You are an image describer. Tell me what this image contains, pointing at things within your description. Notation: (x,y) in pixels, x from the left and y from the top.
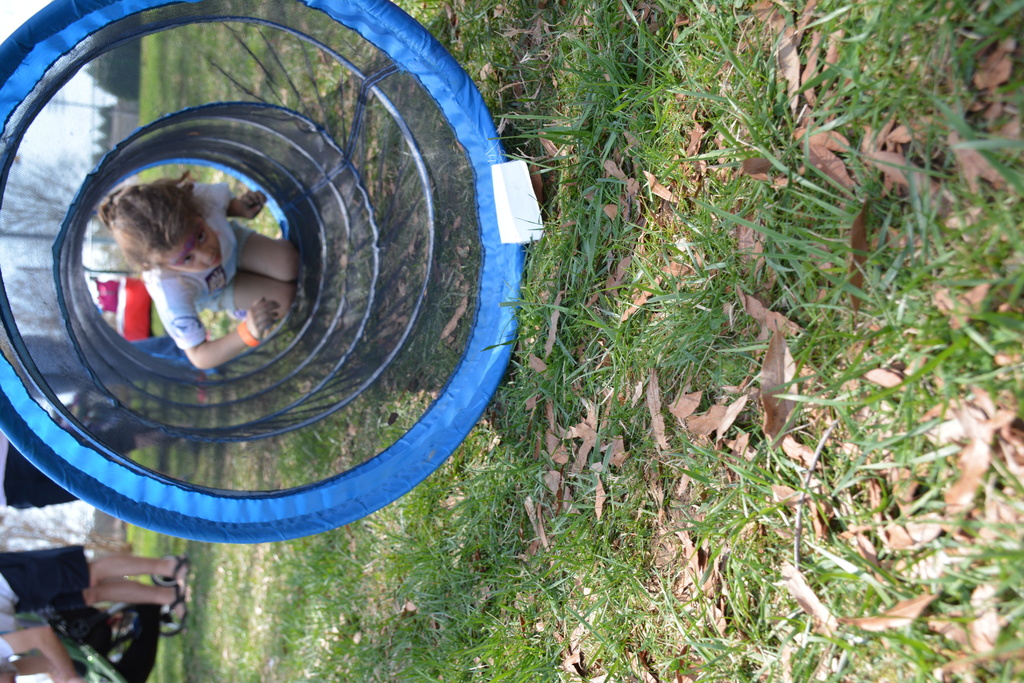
In the image in the center (447,336) we can see grass (782,465), dry leaves (778,491) and one round shape object (56,187), in which we can see one girl (194,358) trying to enter in it. In the background (70,96) we can see the sky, clouds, trees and one person (78,599) standing and holding some objects (142,629).
